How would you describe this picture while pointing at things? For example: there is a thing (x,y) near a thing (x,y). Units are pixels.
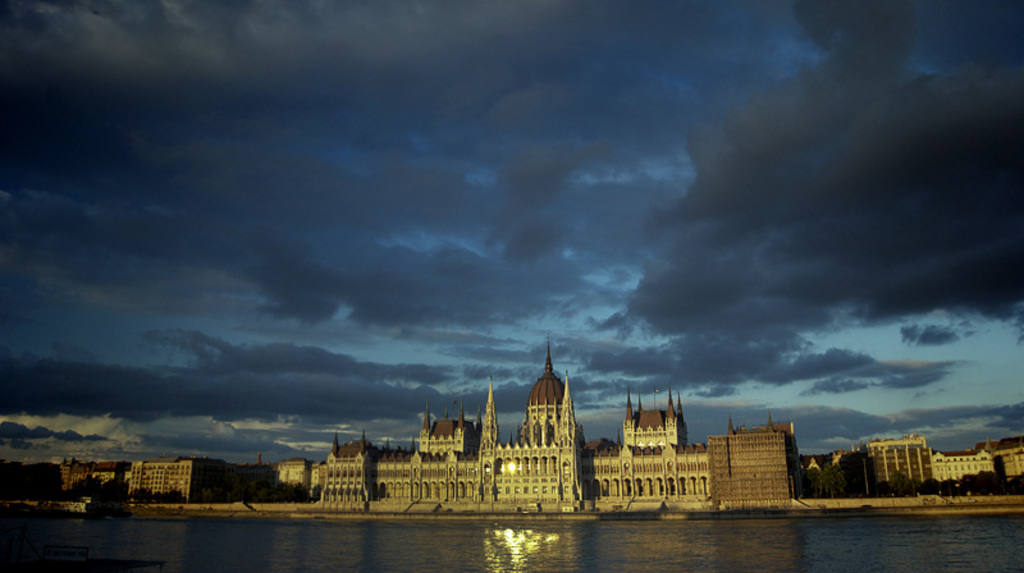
In this image I can see the water (580,527), few buildings (591,485) and few trees (273,497). In the background (238,294) I can see the sky (598,214).
